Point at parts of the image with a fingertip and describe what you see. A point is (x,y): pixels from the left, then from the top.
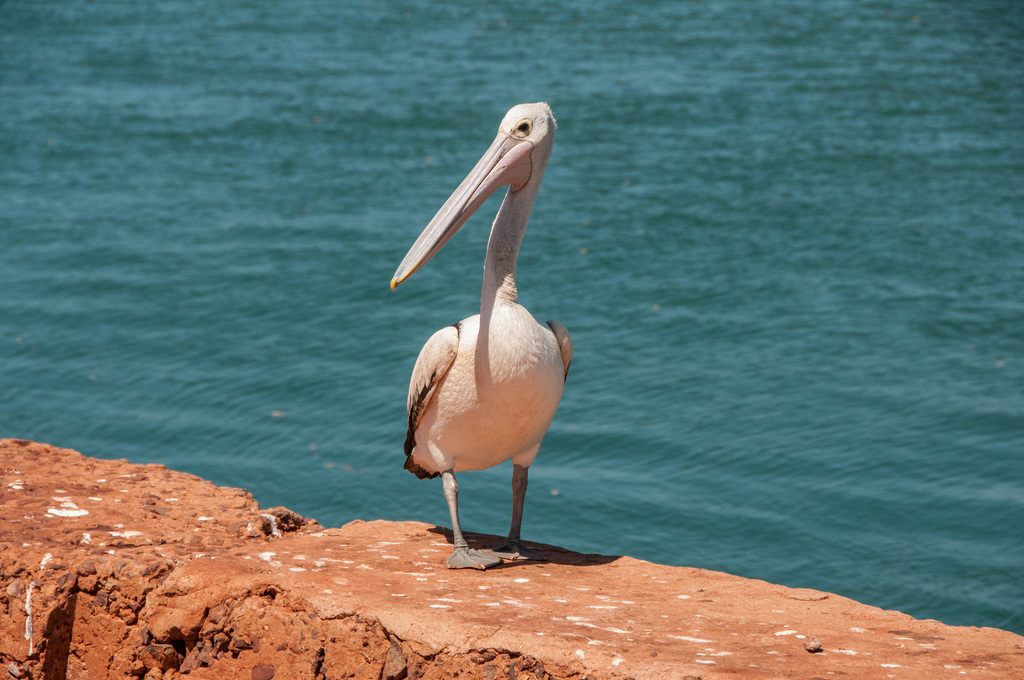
In the center of the image (427,383) there is a bird (416,426) on the wall (117,583). In the background of the image (543,49) there is water (164,266).
